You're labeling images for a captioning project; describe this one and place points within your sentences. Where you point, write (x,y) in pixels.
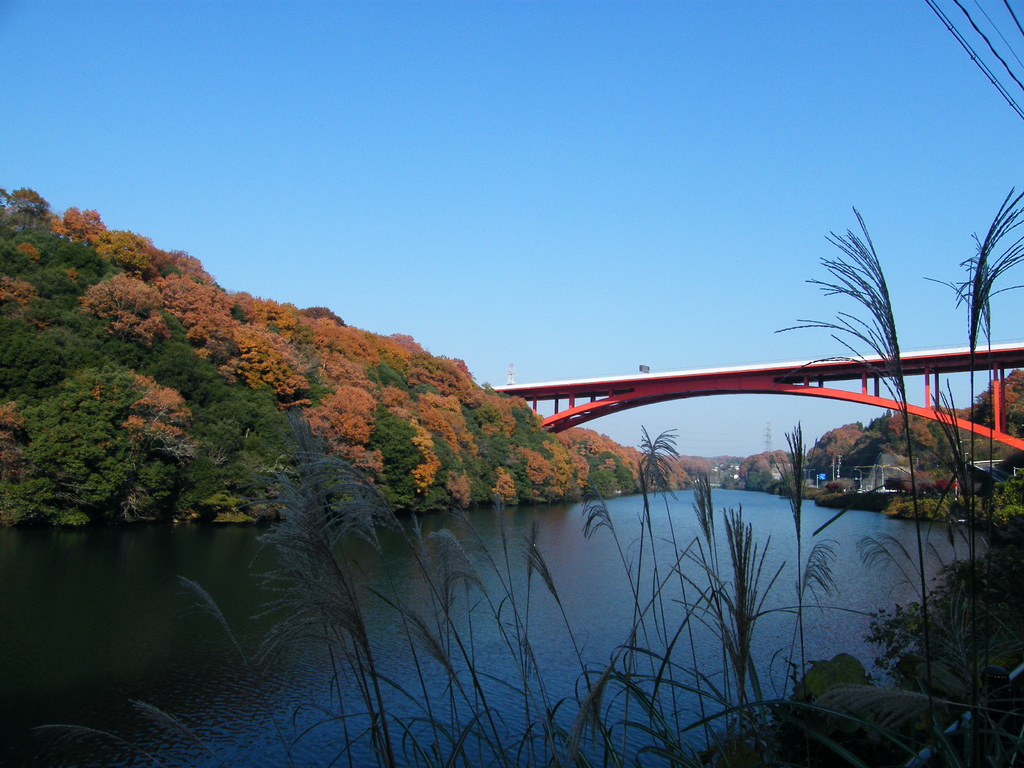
In this picture I can observe a river (595,565). There is a bridge (610,407) over this river (625,547). I can observe some plants (963,644) and trees (457,442) on either sides of this river (367,565). In the background (440,212) there is a sky (437,166).
